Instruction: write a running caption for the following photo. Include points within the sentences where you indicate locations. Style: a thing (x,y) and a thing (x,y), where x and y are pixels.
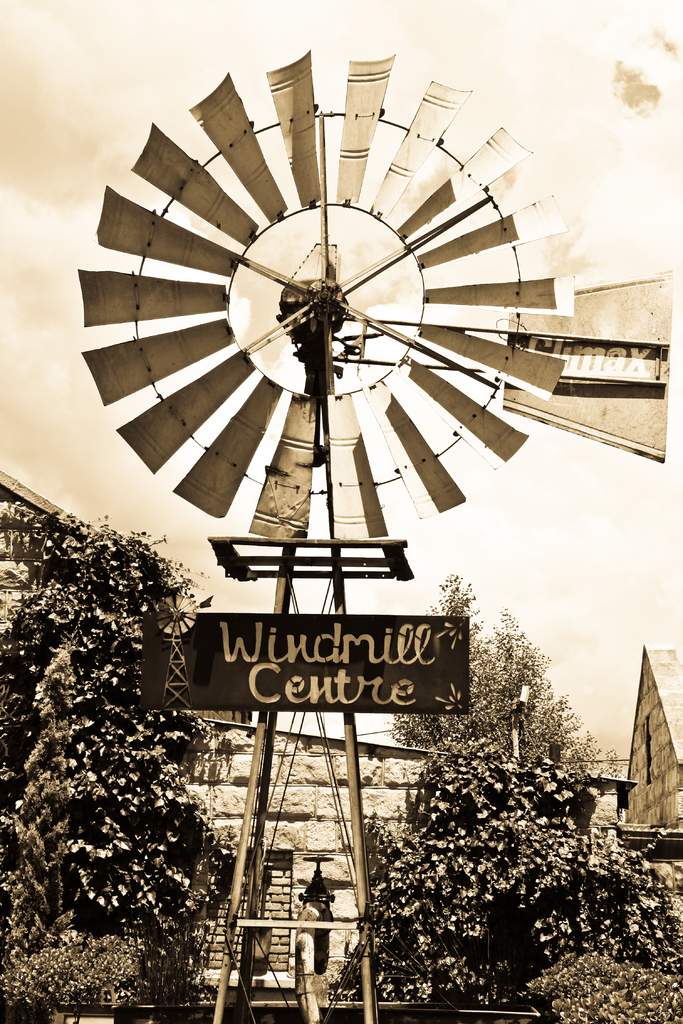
In this image we can see a windmill (295,573) on which it is written as windmill center and in the background of the image (181,806) there are some trees (500,816), houses (672,752) and cloudy sky (523,493).
